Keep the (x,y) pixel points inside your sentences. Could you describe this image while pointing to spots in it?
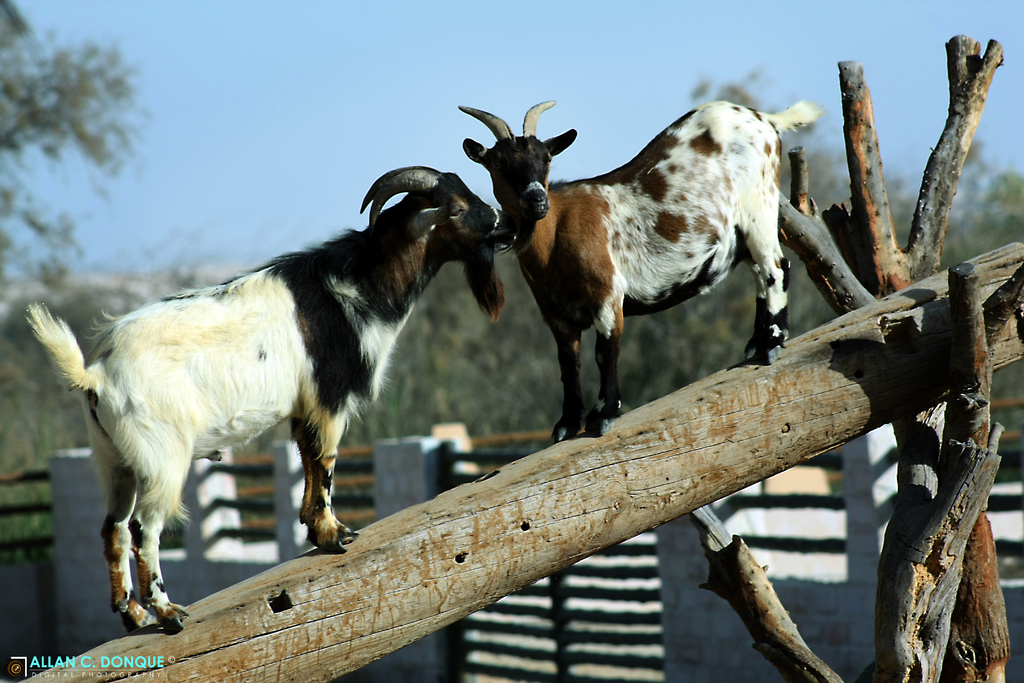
There are two goats (605,276) standing opposite to each other on the wooden surface (661,450). On the left bottom corner (72,664), there is a watermark (141,661). In the background (872,503), there is a white color wall (438,649) having black color gate (557,595), there are trees (48,116) and there is blue sky (344,86).
